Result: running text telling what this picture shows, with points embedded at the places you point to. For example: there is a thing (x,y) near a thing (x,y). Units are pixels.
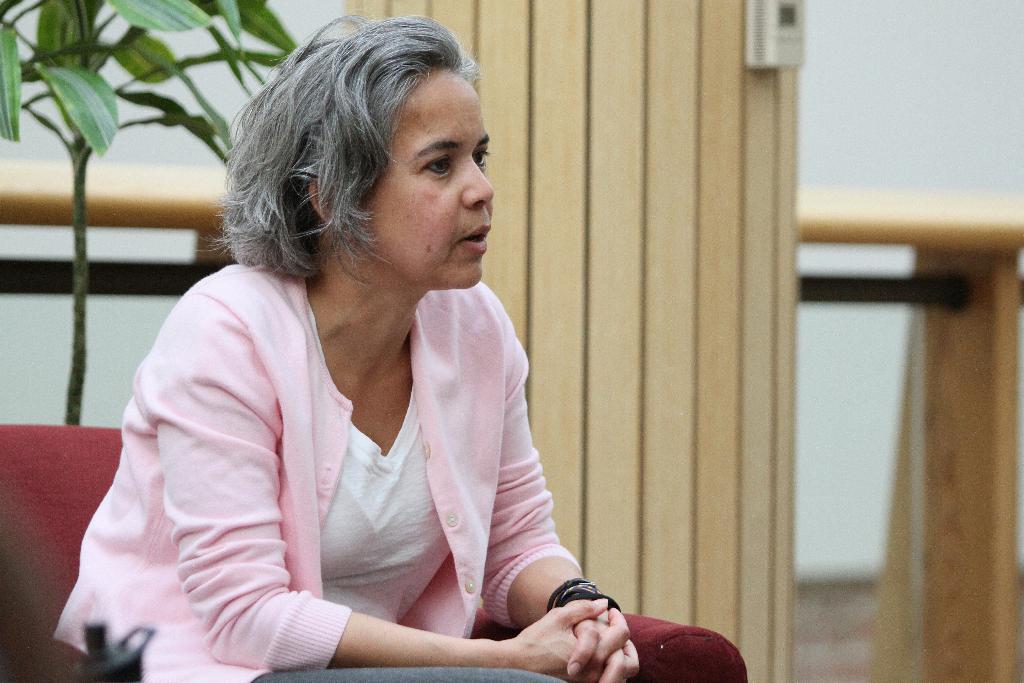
This is the woman (283,564) sitting on the couch (675,659). She wore a jacket (246,388), T-shirt (402,538) and trouser (492,673). This looks like a houseplant (96,6). I can see a wooden board (732,283). This looks like a table (976,225).
